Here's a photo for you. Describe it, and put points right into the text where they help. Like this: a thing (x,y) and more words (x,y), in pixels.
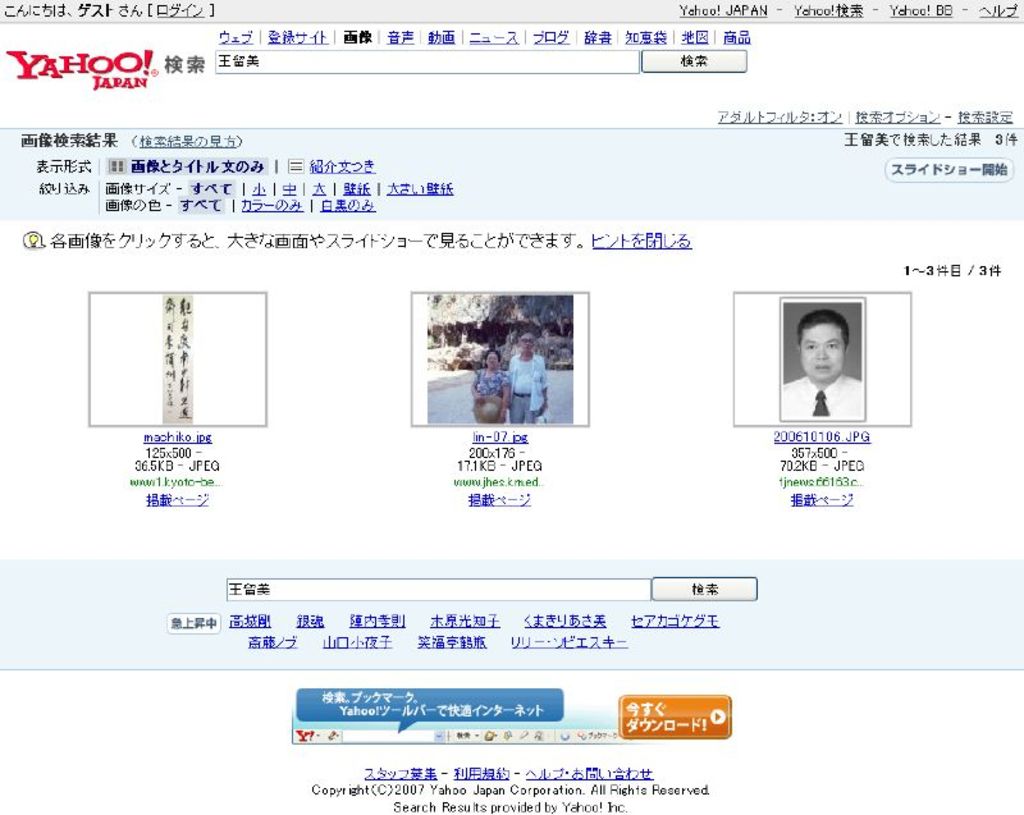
In this image we can see the screenshot of a web page (728,422) with some images (107,304) and text (576,618).
